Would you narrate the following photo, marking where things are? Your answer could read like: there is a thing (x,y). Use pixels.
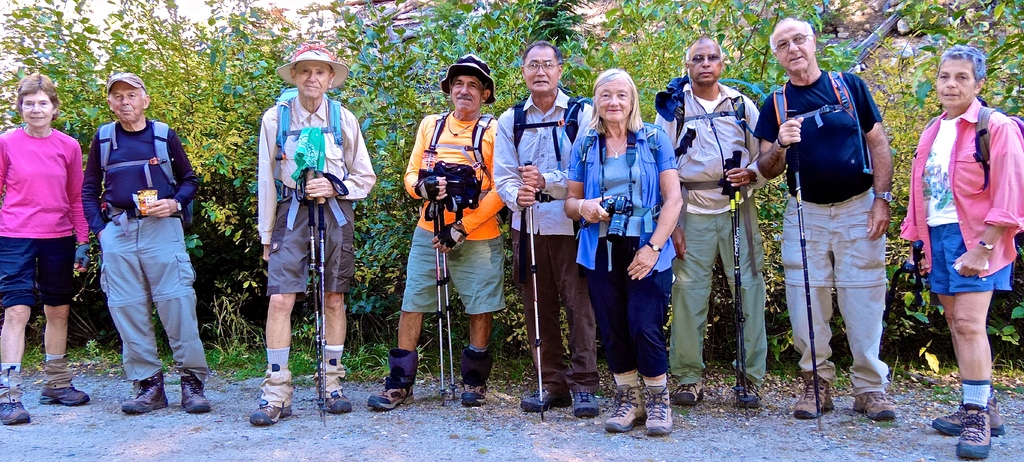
In this image we can see a few people (186,289) standing on the ground (1012,383) and holding the objects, in the background (232,123), we can see some trees (359,112).
